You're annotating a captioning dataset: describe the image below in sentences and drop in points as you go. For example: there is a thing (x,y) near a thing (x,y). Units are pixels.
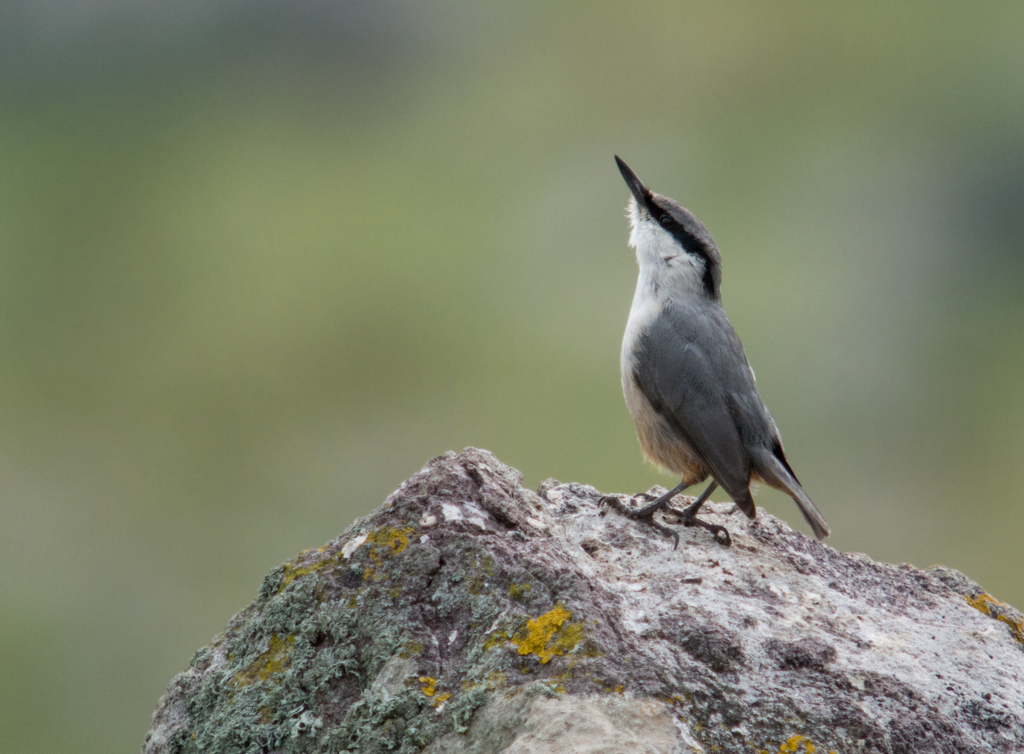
In this picture there is a bird (661,528) who is standing on the stone (570,515). In the background (466,208) I can see the blur image.
